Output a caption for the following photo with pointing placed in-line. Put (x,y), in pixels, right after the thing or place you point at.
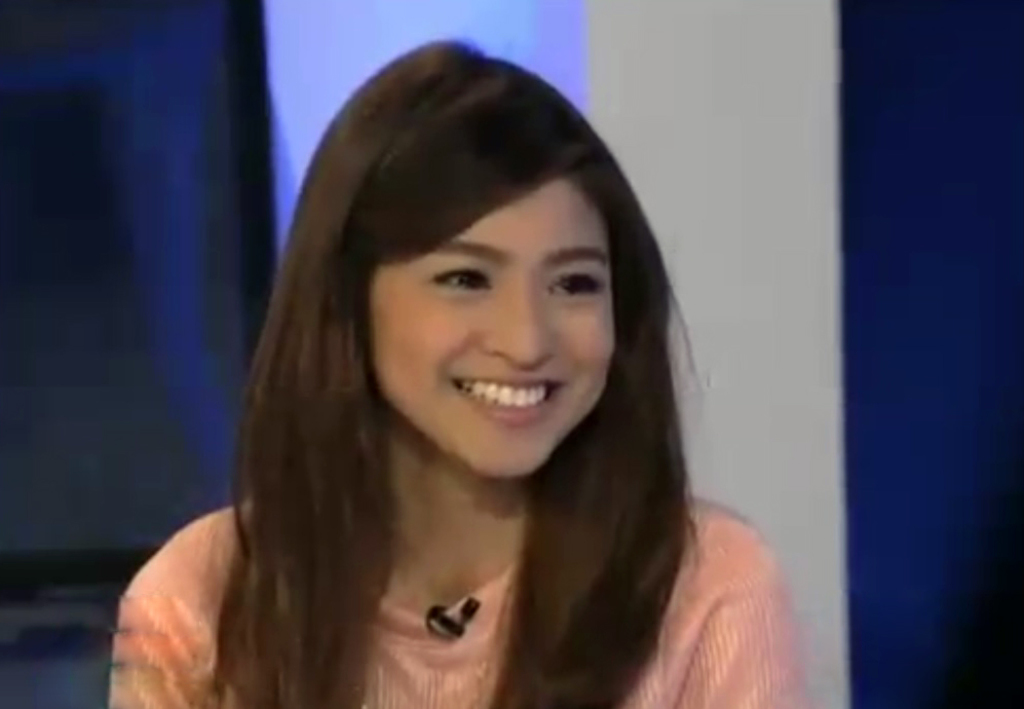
In this image I can see a woman (255,434) and I can see she is wearing pink colour dress (731,688). I can also see smile (516,414) on her face (490,436) and here I can see a mic (430,625).
